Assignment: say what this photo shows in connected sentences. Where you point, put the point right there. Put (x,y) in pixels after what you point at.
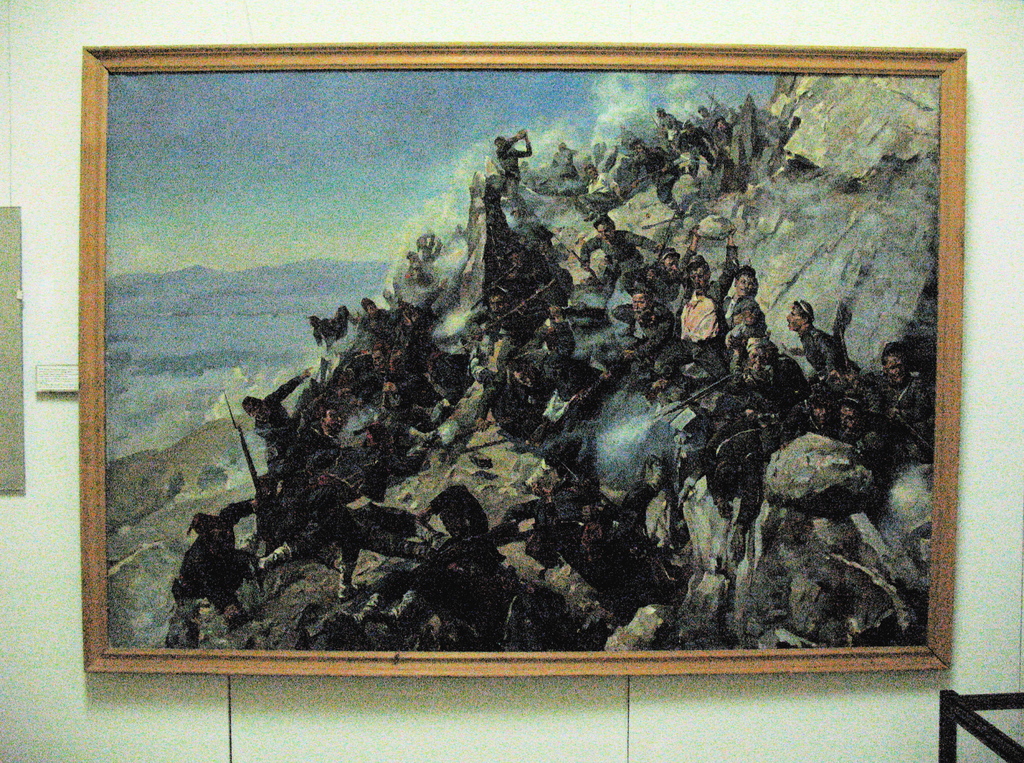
In this picture we can see a frame (938,368) on the wall (414,16) and in this frame (350,659) we can see a group of people (492,292), some objects (717,557) and the sky (279,163).
